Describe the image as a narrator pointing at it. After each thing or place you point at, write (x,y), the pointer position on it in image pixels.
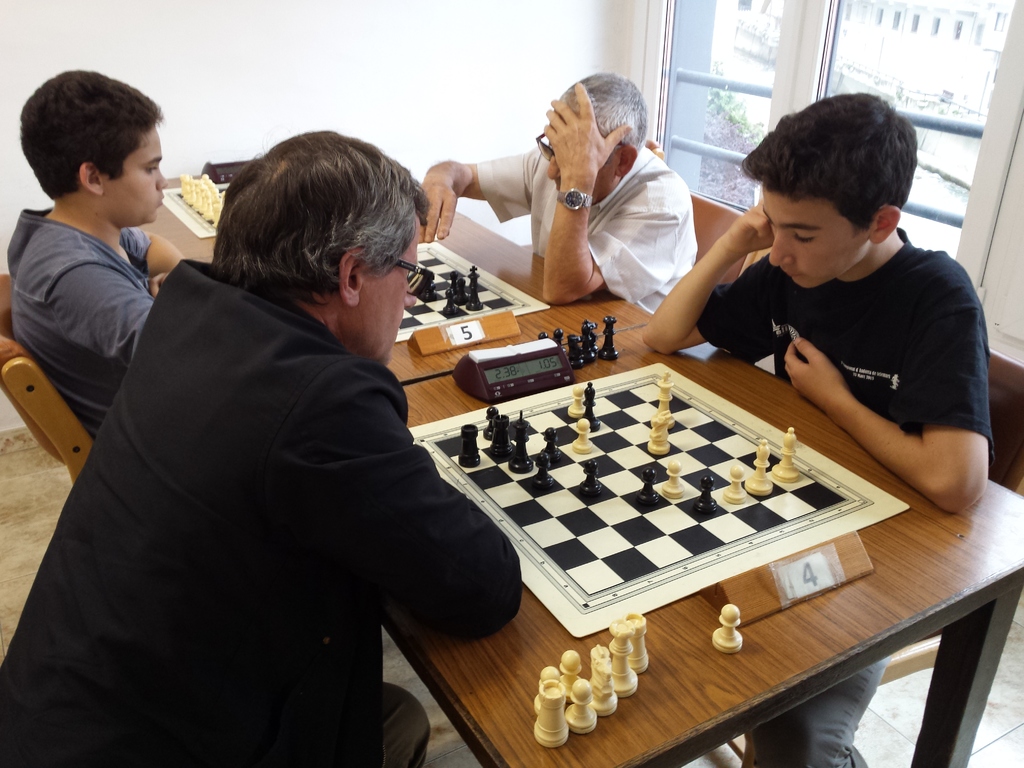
In the picture I can see four people (299,376) are sitting on chairs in front of a table (529,542). On the table (542,474) I can see chess boards (530,475) and other objects (553,442) on it. On the right side (799,66) I can see a window (815,60) and white color wall (475,51).
